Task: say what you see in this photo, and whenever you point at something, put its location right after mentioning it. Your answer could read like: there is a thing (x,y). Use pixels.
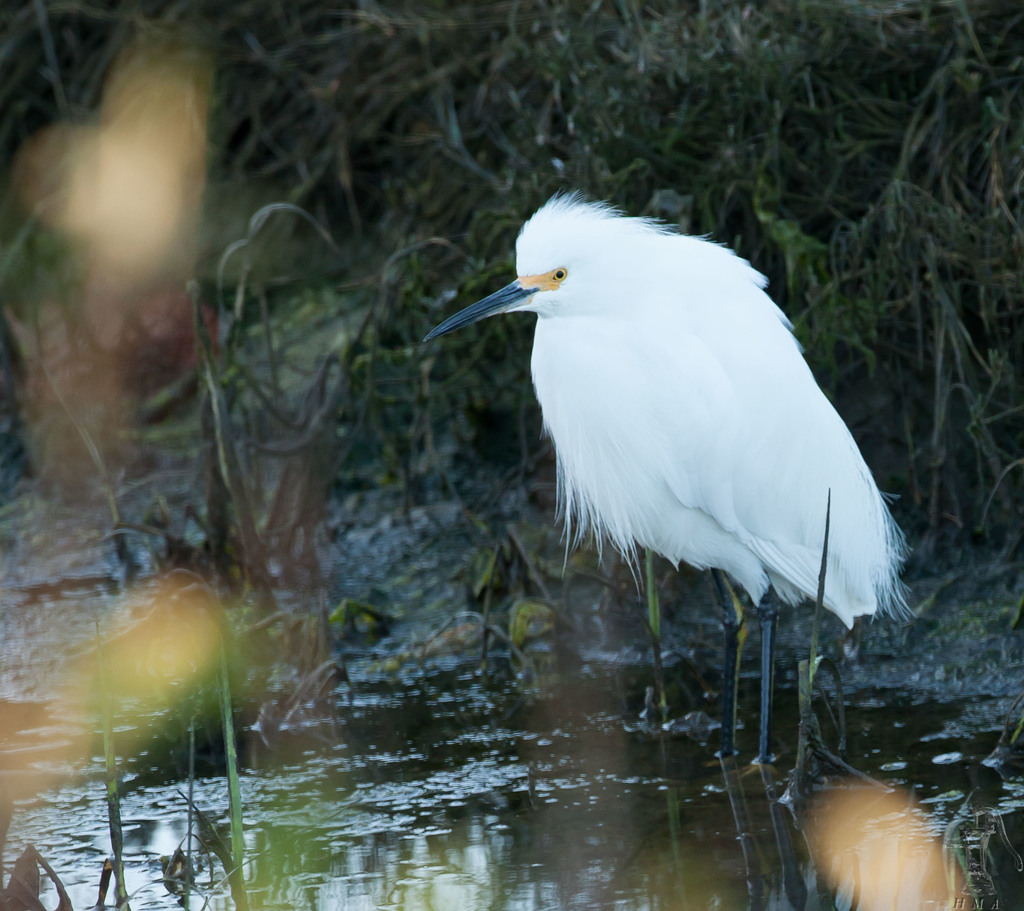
On the right side (746,272), there is a white color bird (687,236) standing in the water (682,689). On the left side (162,703), there are plants (240,842). In the background (452,134), there are plants (875,101) on the ground (421,124).
